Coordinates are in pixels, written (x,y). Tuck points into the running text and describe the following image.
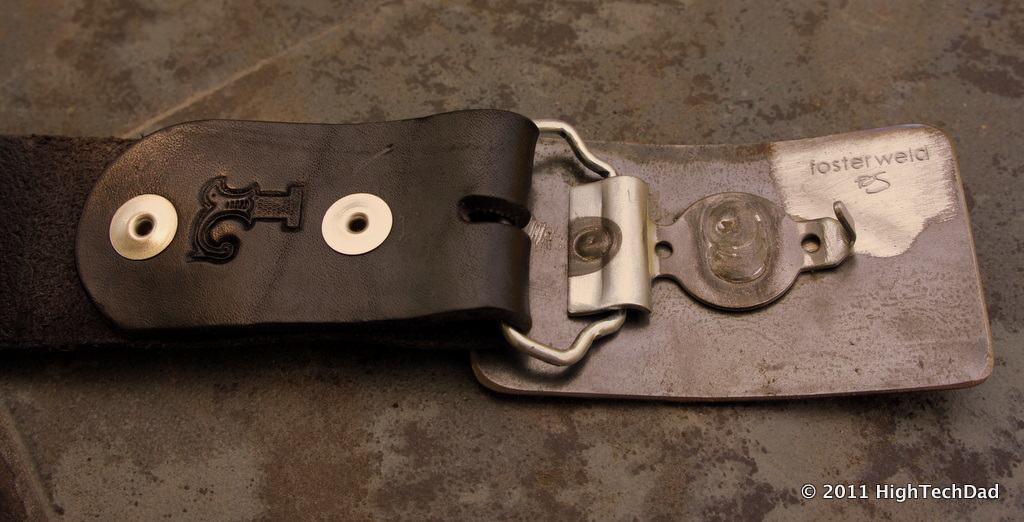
In the picture we can see a belt (975,365) with a tag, the belt (290,287) is black and with some hooks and some iron metal (863,334) and it is placed on the floor (173,497).
